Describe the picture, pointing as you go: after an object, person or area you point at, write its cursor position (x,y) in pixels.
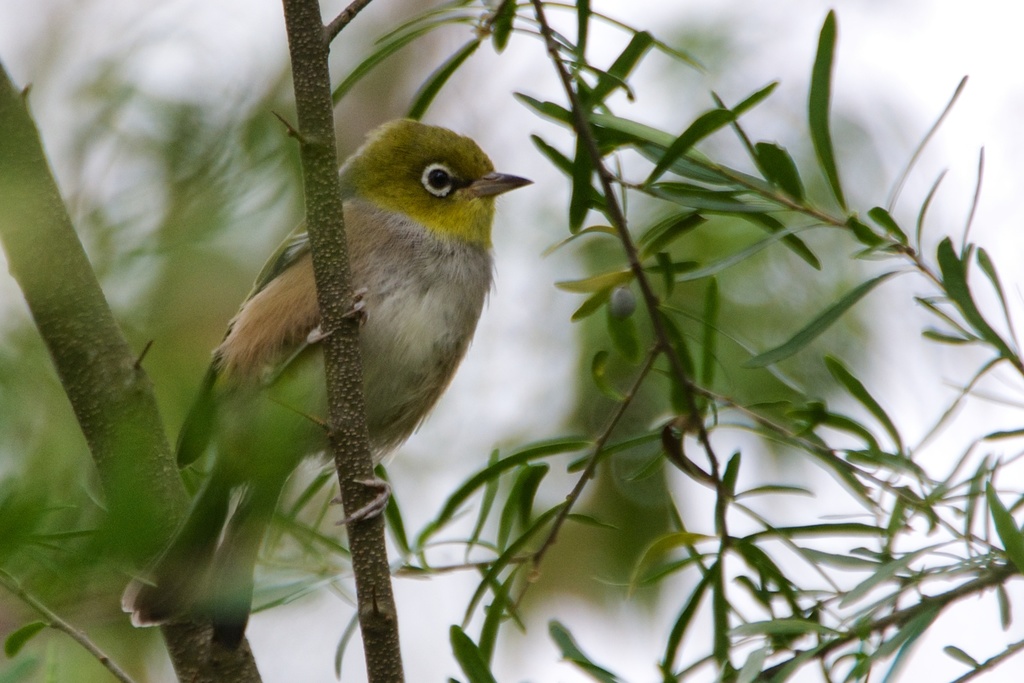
In this picture we can see a bird (188,530) and plants (144,511) and in the background (266,615) we can see it is blurry.
